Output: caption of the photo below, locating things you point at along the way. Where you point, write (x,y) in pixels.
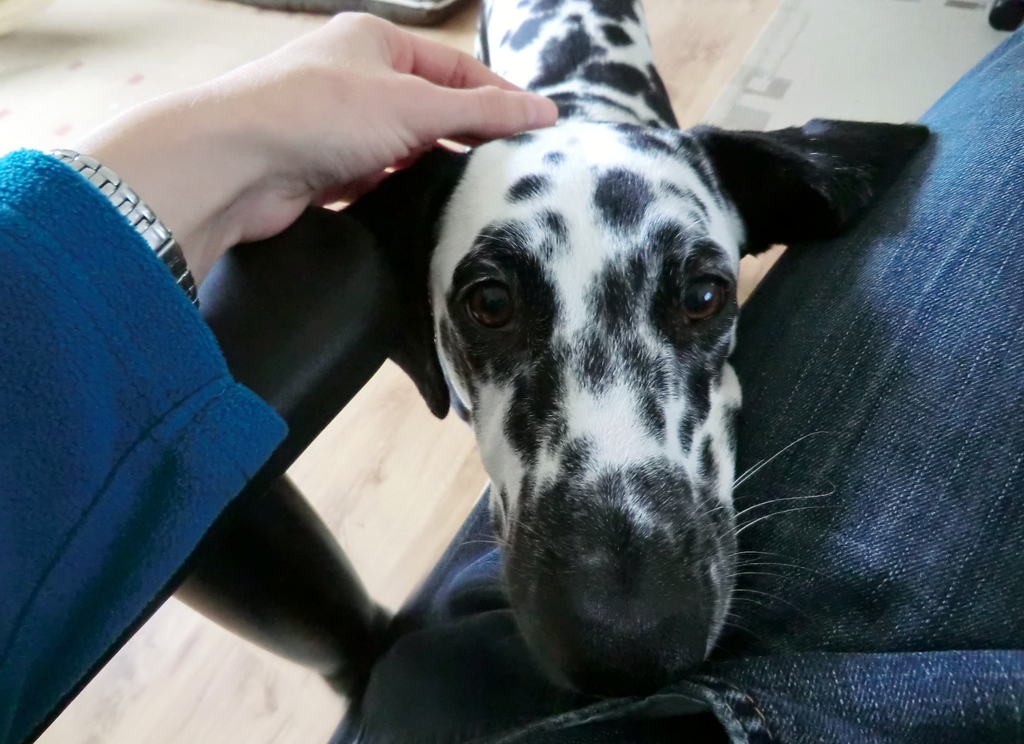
There is a person (220,200) placing a hand (482,121) on the dog (637,413). Which is on the floor (704,67).
